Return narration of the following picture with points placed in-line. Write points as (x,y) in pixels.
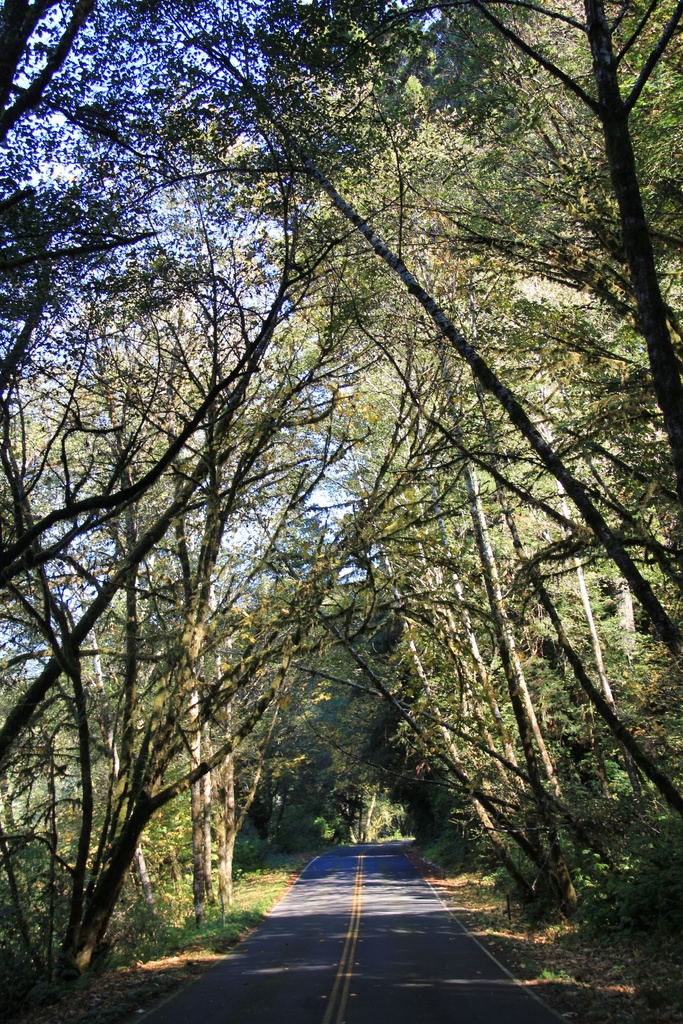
In this picture we have a long road (369,935) with trees (317,554) on either side. Here the sky (94,95) is bright.
